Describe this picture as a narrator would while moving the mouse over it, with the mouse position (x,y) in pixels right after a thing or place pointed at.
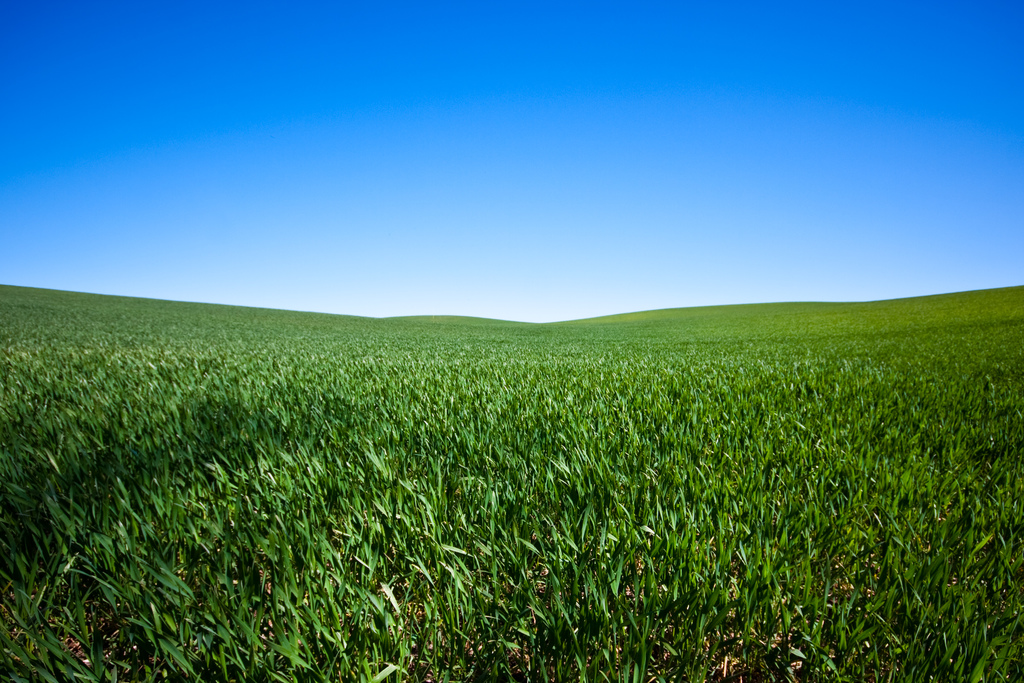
In this image at the bottom (76,505) there are some plants (709,417), and on the top of the image (607,162) there is sky (892,181).
